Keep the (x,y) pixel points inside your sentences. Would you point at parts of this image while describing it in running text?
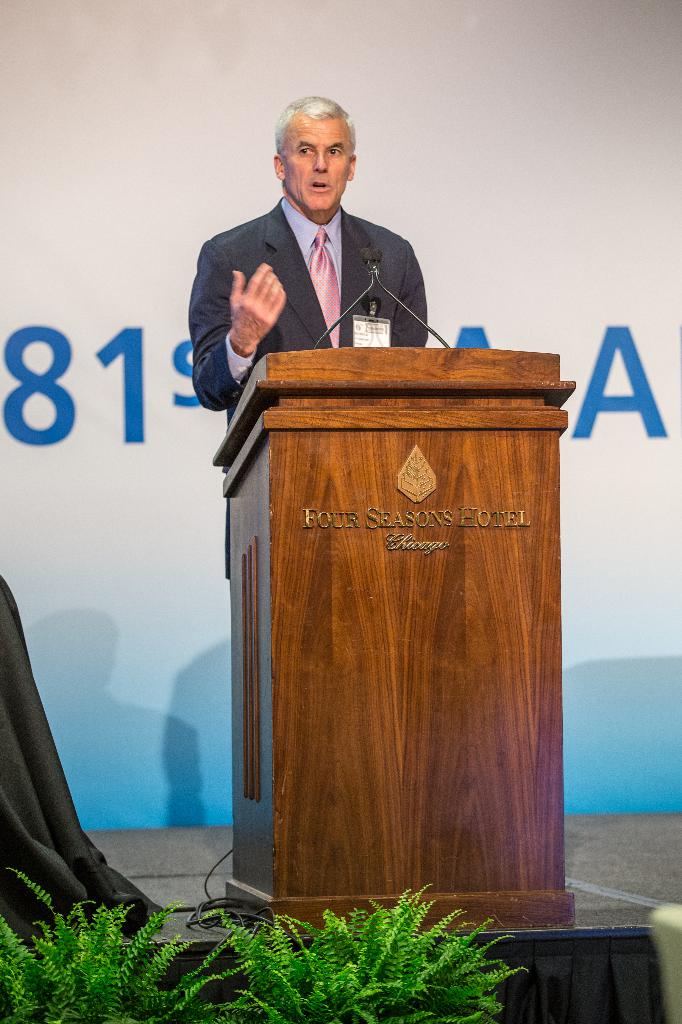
In the picture I can see a man (290,300) is standing in front of a podium (404,590). On the podium (403,516) I can see microphones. The man (227,297) is wearing a shirt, a tie (311,268) and a black color coat (235,269). In the background (210,535) I can see something written on the banner (216,421). In front of the image I can see plants (269,967).
